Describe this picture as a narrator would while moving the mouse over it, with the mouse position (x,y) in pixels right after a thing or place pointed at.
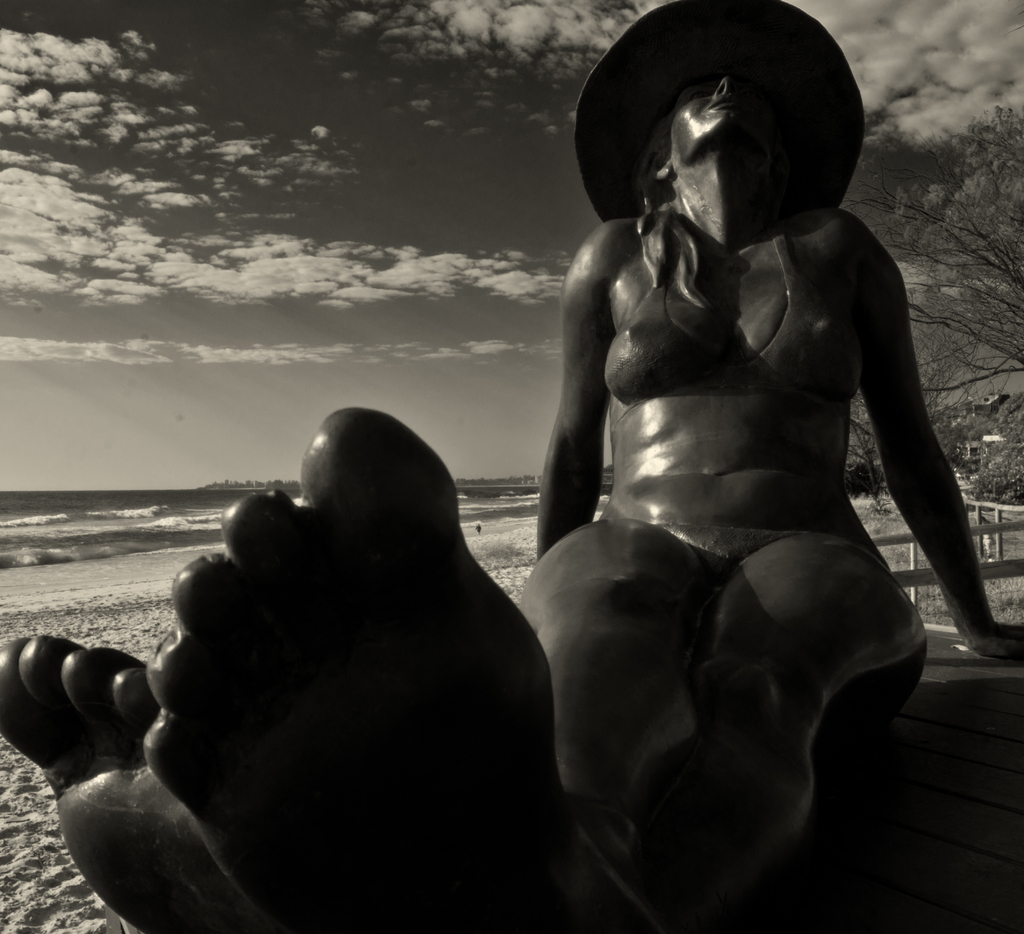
This is a black and white image. Here I can see a woman (601,696) wearing a cap (696,54) on the head (719,131), sitting and looking at the upwards. It seems to be a statue (588,654). In the background (501,564) there is a beach (498,536). On the right side (949,292) there are trees (983,238). At the top of the image (336,121) I can see the sky (186,153) and clouds (16,232).
